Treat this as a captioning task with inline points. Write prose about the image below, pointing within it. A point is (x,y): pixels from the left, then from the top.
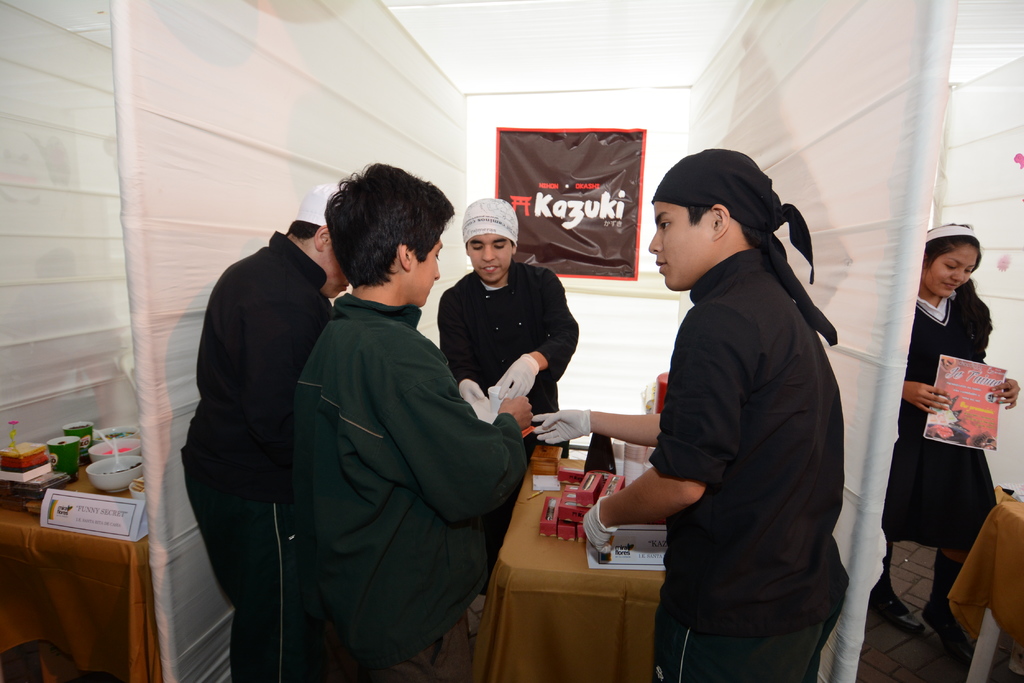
In this image there are people (673,557). There are tables (532,530). On top of it there are a few objects (582,510). There are partitions (759,125). In the background of the image (501,145) there is a banner (629,214).
